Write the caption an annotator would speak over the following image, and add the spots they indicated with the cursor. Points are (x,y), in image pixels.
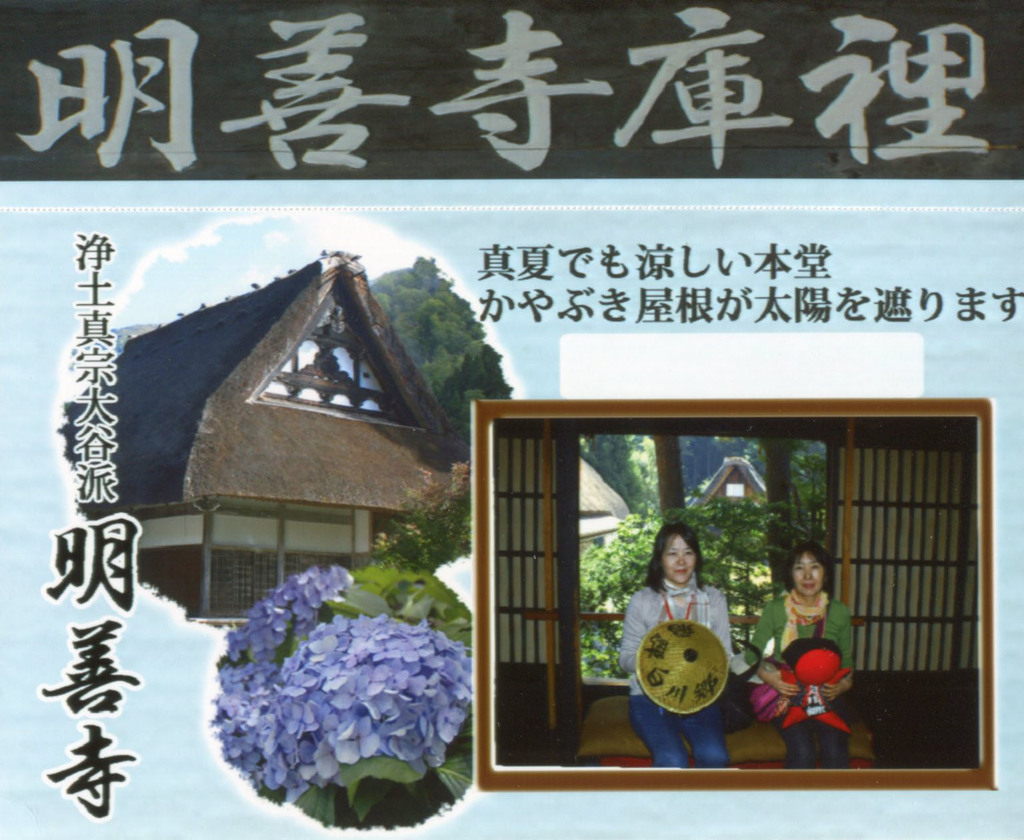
Here we can see poster (408,599), in this poster (429,614) there are two women (666,728) sitting and holding an objects (809,678) and we can see house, trees (482,347) and plants (386,657).
